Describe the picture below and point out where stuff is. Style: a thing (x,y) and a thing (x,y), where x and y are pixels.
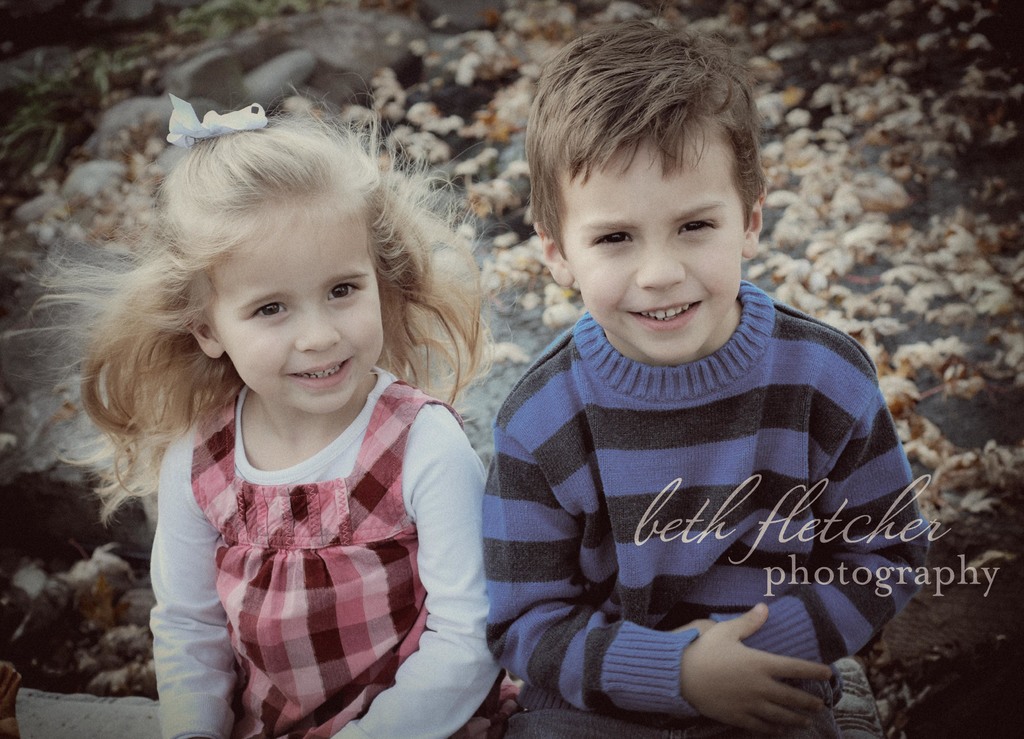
A boy (570,460) and a girl (398,554) is sitting wearing clothes (816,616).
